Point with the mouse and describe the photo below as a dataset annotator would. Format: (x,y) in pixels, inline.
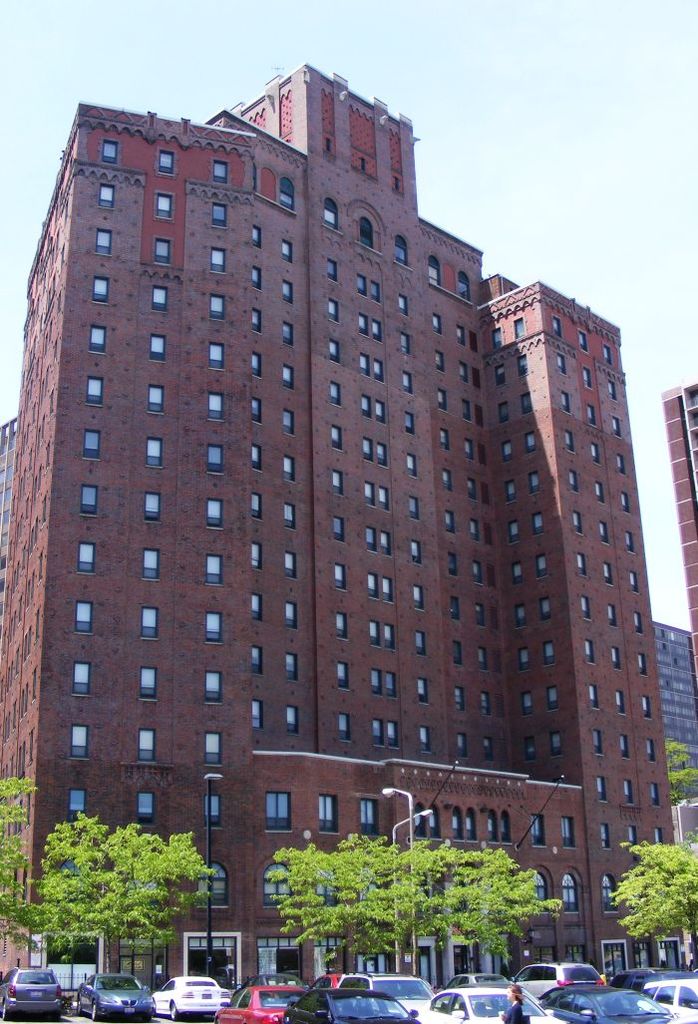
In this image there are buildings (265,846) and trees (97,924). At the bottom (239,1009) we can see cars (468,988). In the background (525,178) there is sky (85,39).
